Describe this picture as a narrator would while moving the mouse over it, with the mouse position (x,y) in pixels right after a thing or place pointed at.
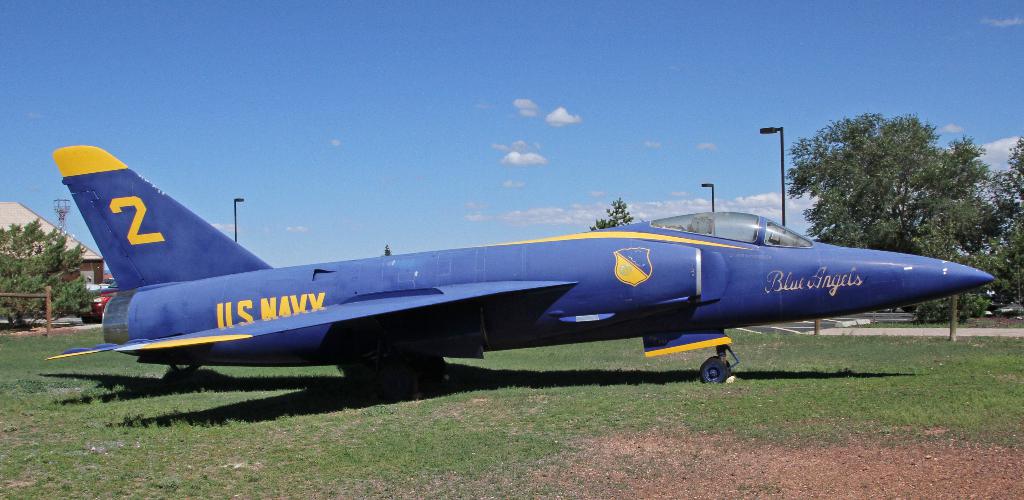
In the foreground of this picture (328,291), there is a navy air plane (502,310) on the grass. In the background (752,169), there are poles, trees (897,200), a vehicle (87,297), building (55,226), sky (343,139) and the cloud (529,112).
